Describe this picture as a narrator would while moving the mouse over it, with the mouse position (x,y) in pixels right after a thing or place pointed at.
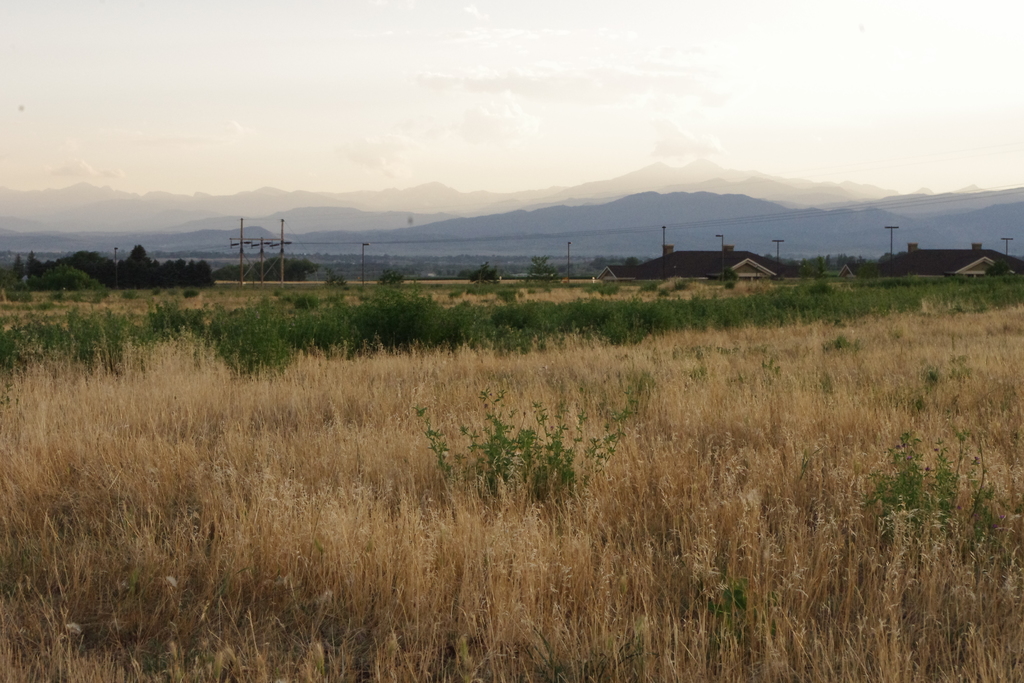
In this image I can see the dried grass (340,509). In the background (402,310) there are the sheds (753,276), poles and the green trees (96,273). I can also see the clouds (502,139) and the sky (455,145) in the back (550,114).
